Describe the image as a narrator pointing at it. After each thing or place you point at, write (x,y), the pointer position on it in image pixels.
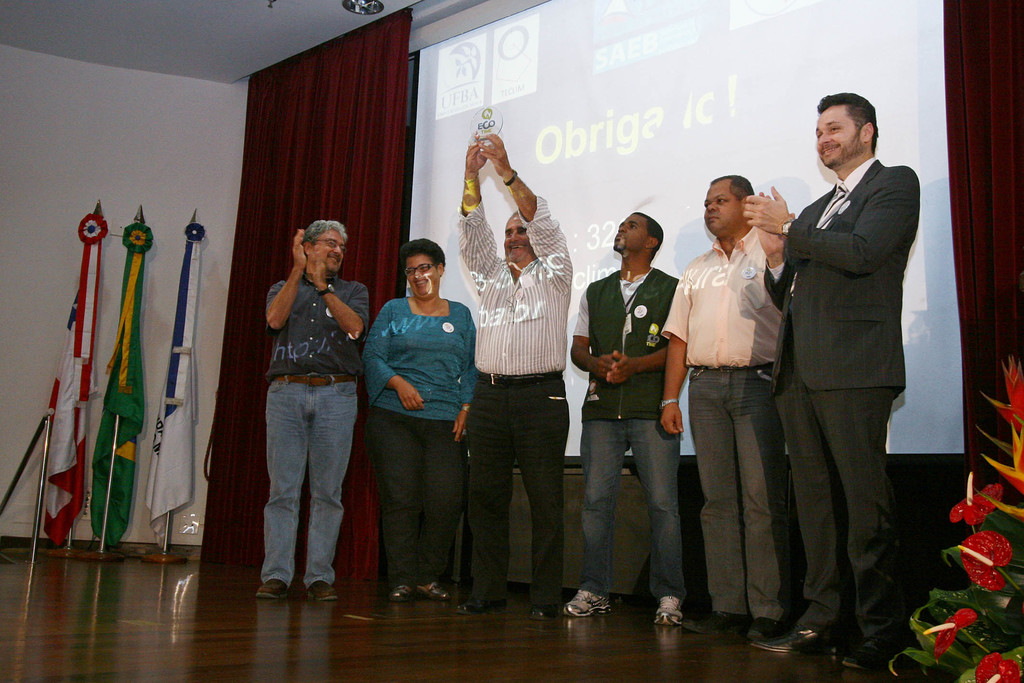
In this image I can see group of people (312,236) standing. The person (524,289) in front (548,327) holding a shield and wearing white shirt (510,333), black pant (536,436). Background (643,134) I can see a projector screen (420,118) and three flags (70,392), they are in white, red, green, yellow color.
